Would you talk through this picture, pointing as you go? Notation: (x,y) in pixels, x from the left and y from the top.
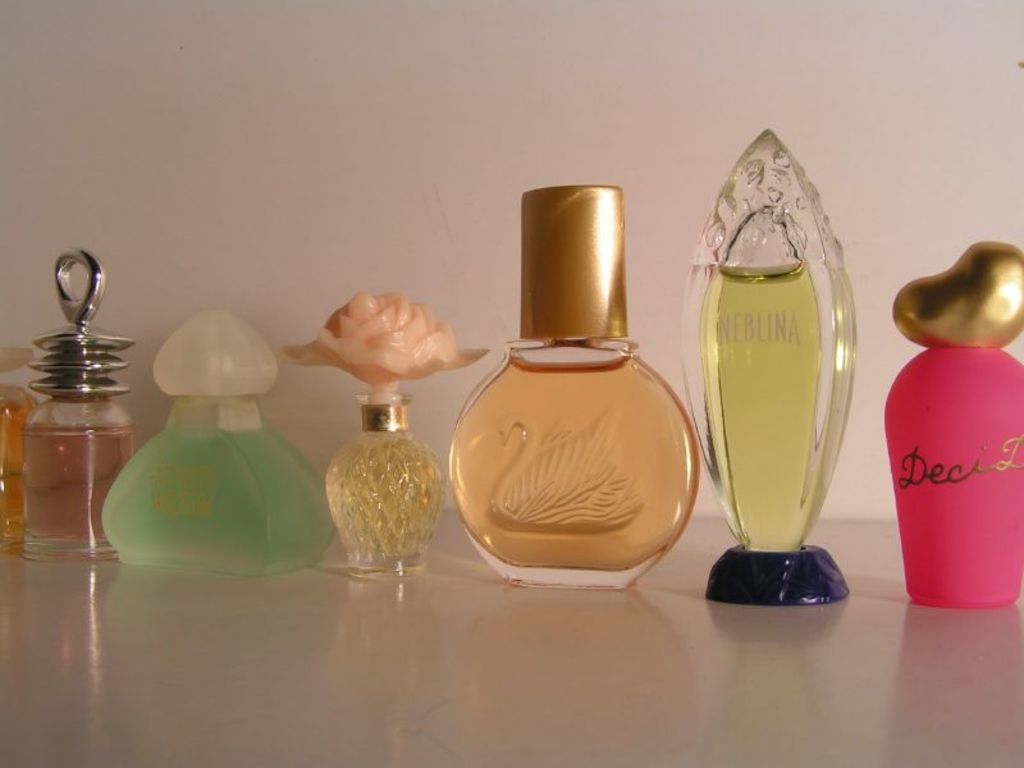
This image contains perfume bottles (1,549) with various shapes and colors.
